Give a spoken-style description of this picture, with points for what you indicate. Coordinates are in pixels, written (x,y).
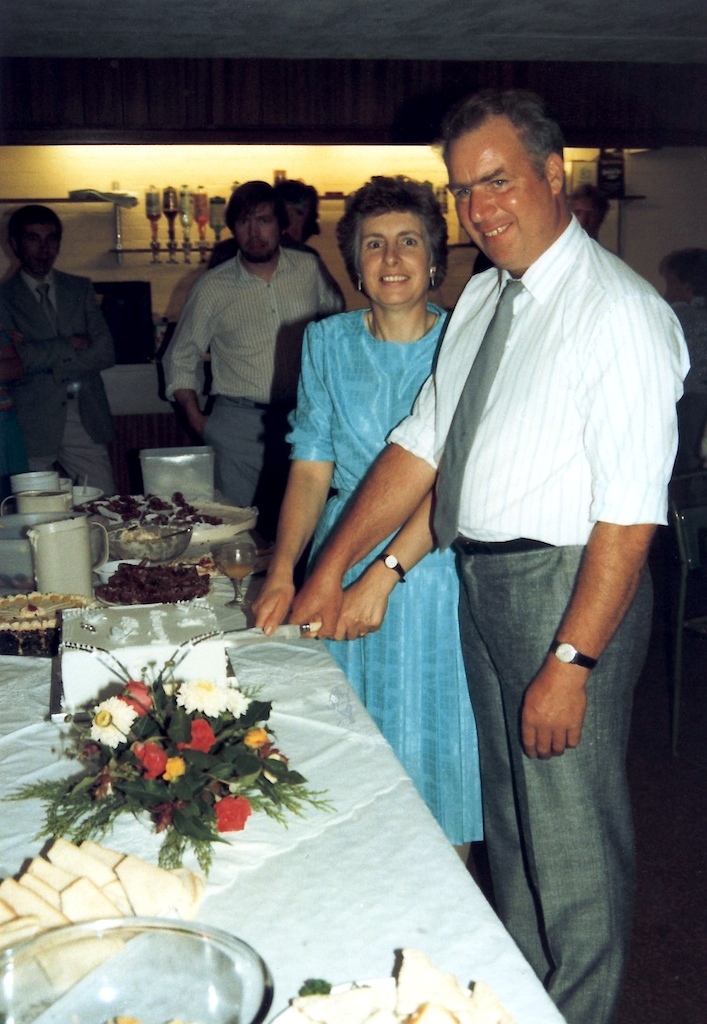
In this image there is a couple (402,428) cutting a cake (190,623) in front of them on the table (152,599) there are some other objects (149,477), in the background of the image (73,472) there are a few people (54,344) standing and there are some objects (187,219) on the shelf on the wall (373,170).
